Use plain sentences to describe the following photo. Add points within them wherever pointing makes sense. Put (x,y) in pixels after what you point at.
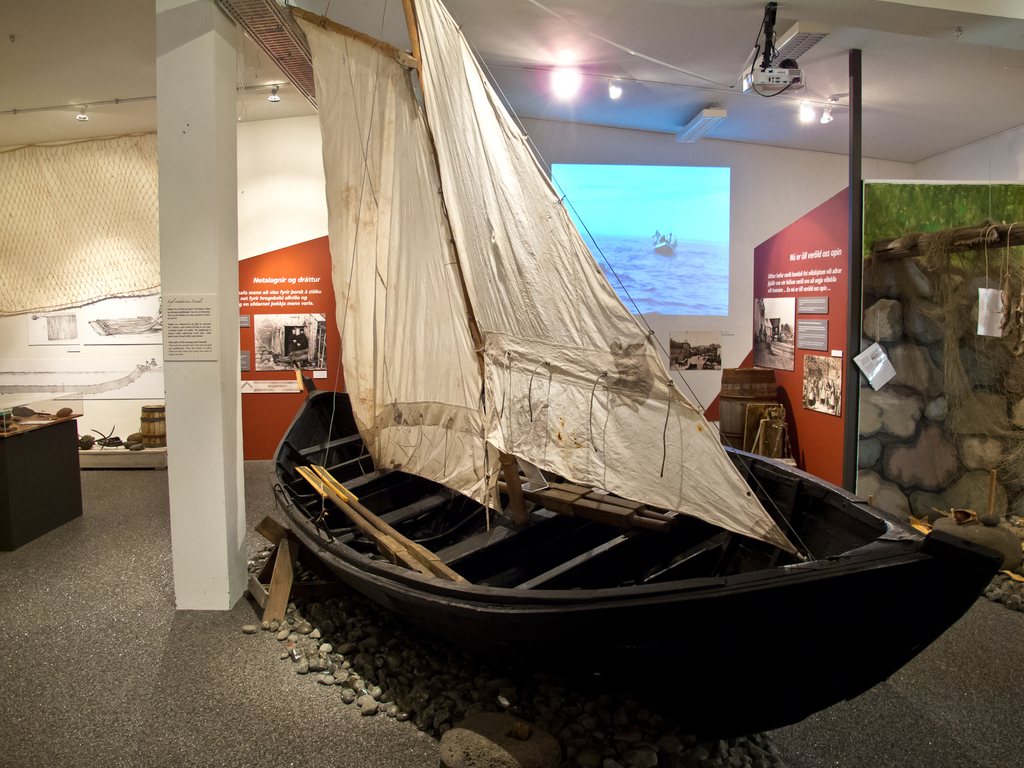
In this image I can see the boat (730,566) and two clothes (554,335) in white color. In the background (834,252) I can see few boards (757,330) and the screen (598,195) and I can also see few lights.
